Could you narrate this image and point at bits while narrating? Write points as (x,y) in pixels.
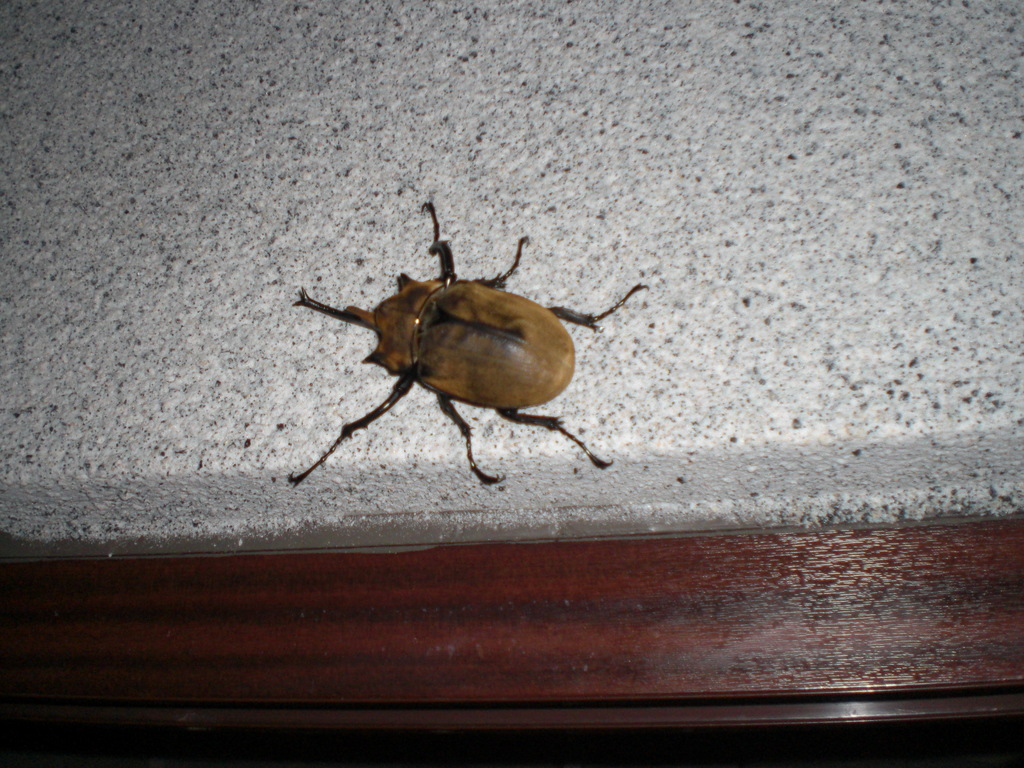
In this image I can see an insect (433,209) which is in brown and black color and the insect (563,352) is on the gray color surface (213,280).
